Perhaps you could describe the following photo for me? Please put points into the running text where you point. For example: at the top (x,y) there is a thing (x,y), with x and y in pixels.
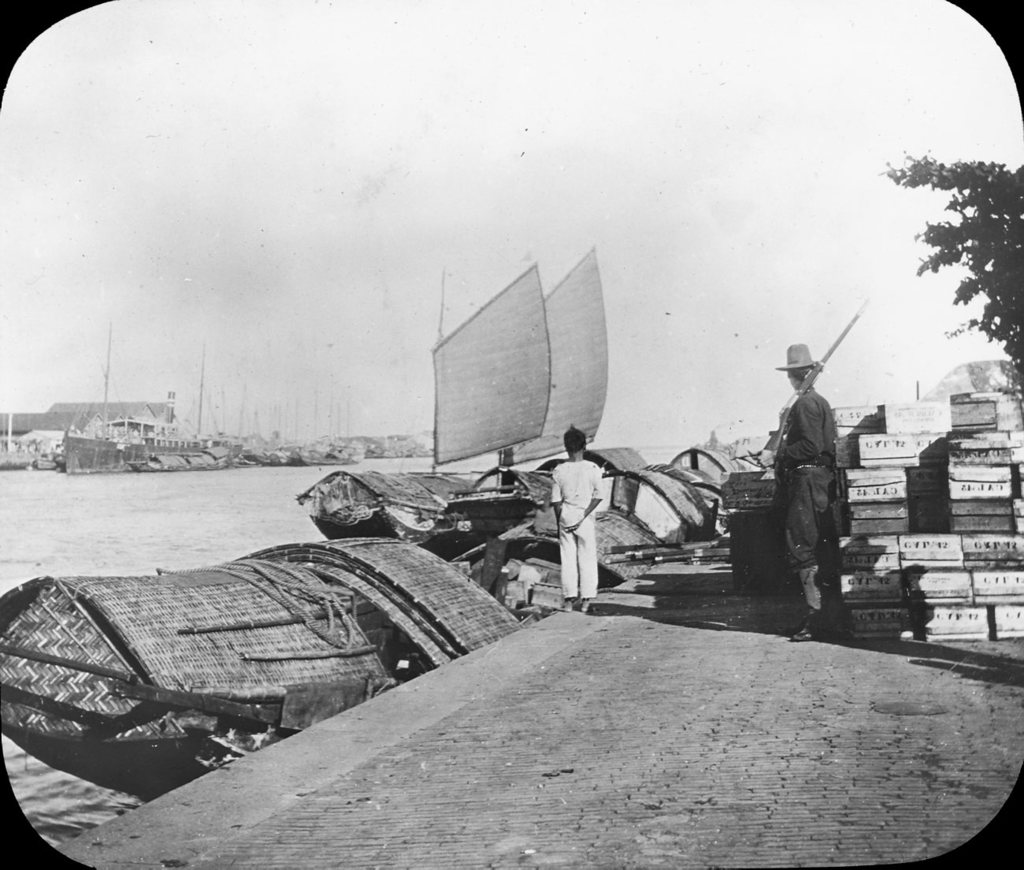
This is a black and white image, in it we can see two people (808,506) standing, wearing clothes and the right side person (811,437) is wearing a cap (798,352) and shoes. Here we can see boats (341,513) in the water (167,510). There are objects (964,481), footpath (718,706), tree (982,253) and a sky (416,226).
